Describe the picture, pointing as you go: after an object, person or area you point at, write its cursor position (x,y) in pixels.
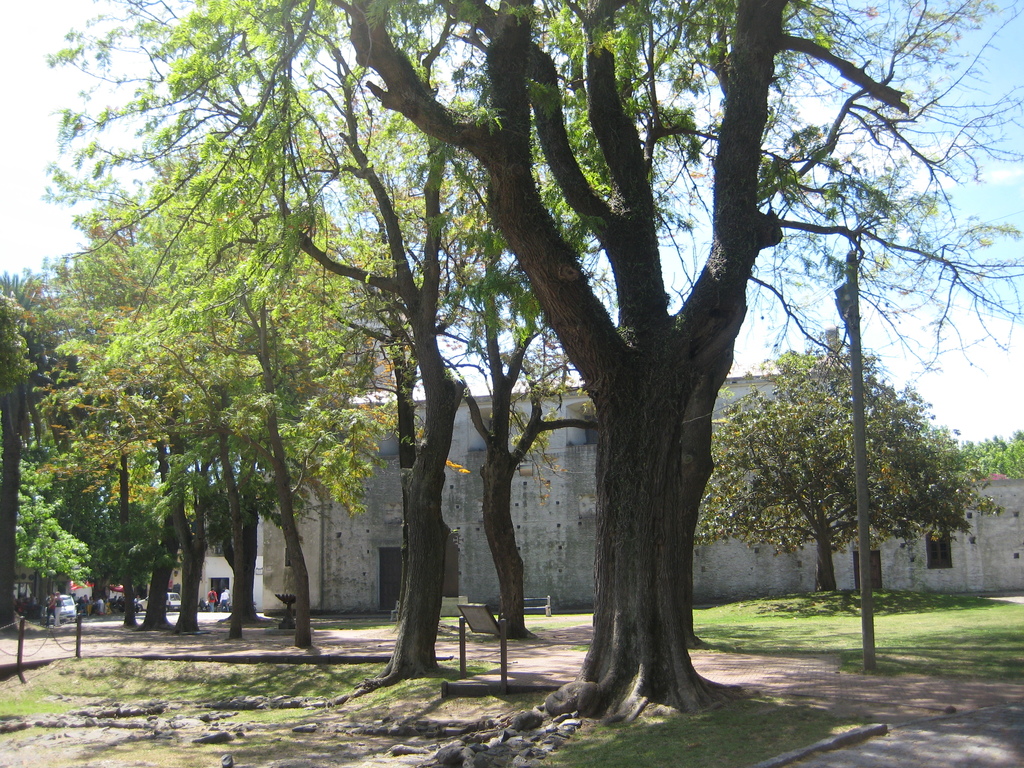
There are trees (348,156) and there is a building (566,468) beside it and there are few vehicles (73,608) and people (121,600) in the left corner (169,599).
